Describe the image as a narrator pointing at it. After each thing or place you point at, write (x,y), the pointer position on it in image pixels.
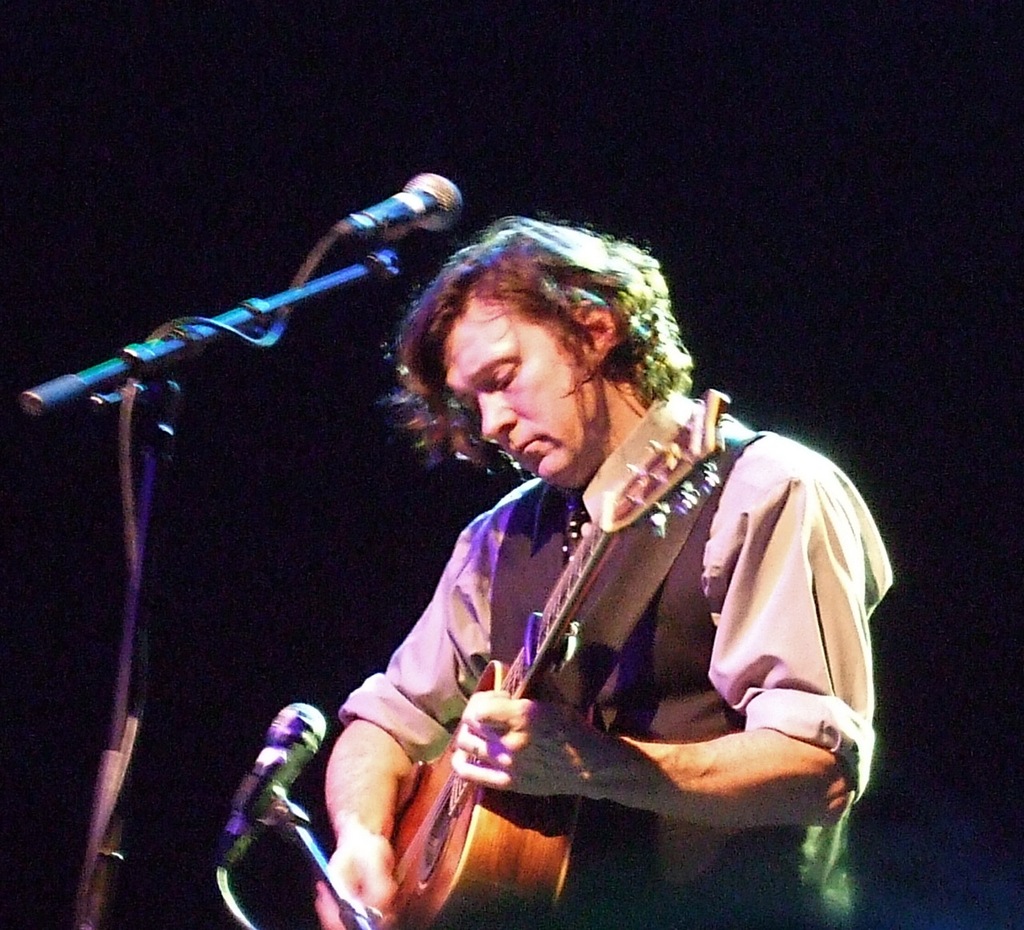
This man (699,548) is playing a guitar (496,917) in-front of a mic (243,833). This is a mic (243,833) with mic holder (152,379).
